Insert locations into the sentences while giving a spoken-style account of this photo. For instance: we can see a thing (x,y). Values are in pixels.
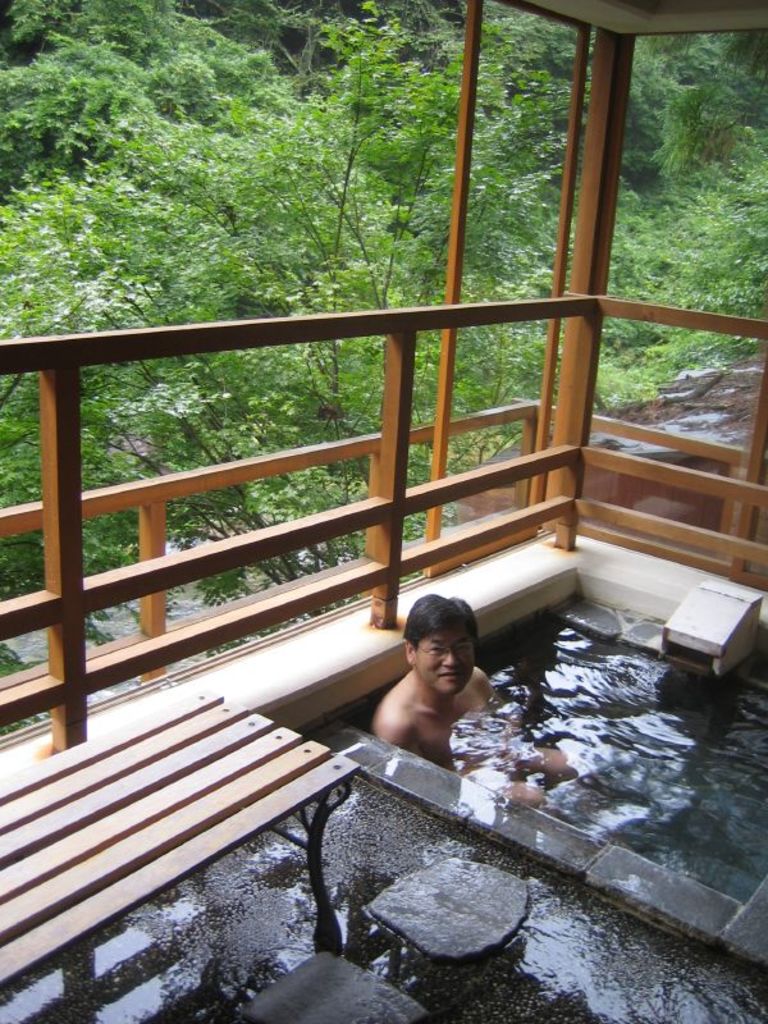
In the image we can see there is a bath tub (510,779) in which there is a water (703,784) and beside there is a bench (161,854). Behind there are trees (275,294).
